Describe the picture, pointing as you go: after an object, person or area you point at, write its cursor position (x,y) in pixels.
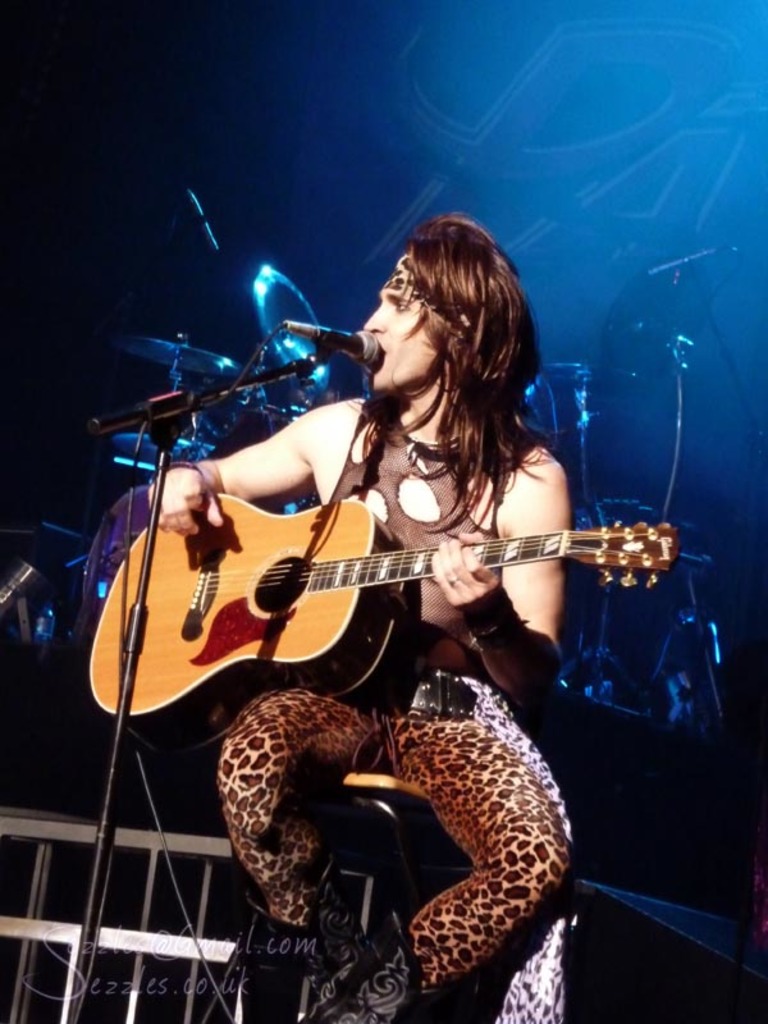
In this image the man (377,735) is sitting and playing a guitar (325,575).
